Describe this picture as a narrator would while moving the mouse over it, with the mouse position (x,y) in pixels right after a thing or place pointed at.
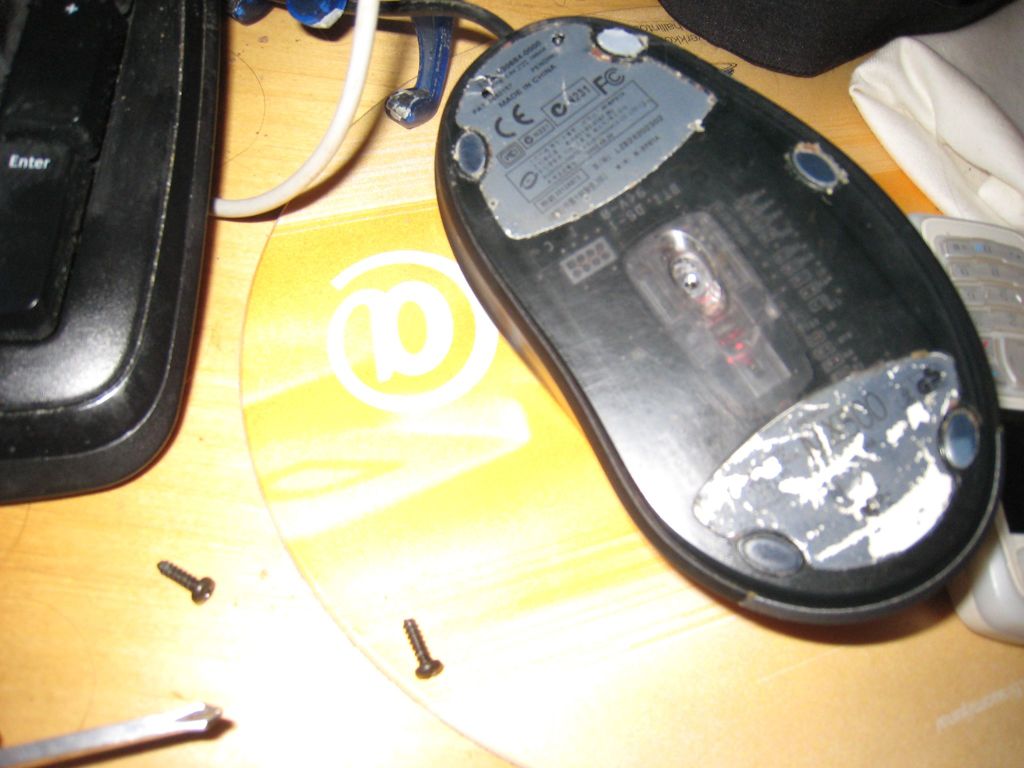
In this picture, we can see some objects (991,374) on the wooden surface (324,72) like mouse (921,266), partially covered keyboard (129,104), screws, clothes (1008,162) and mobile phone (977,303).
